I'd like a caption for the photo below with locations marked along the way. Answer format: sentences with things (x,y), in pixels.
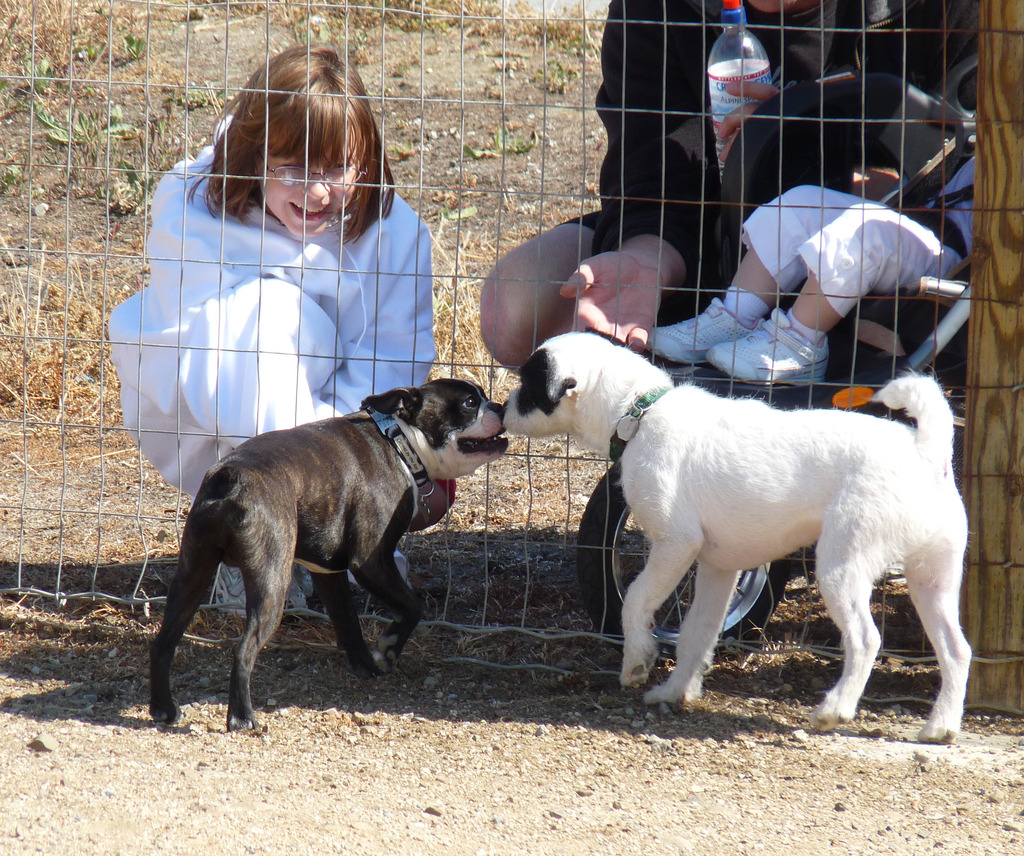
As we can see in the image there are two dogs (387,568), two people (371,179), a child (820,272) and a fence (90,79).
